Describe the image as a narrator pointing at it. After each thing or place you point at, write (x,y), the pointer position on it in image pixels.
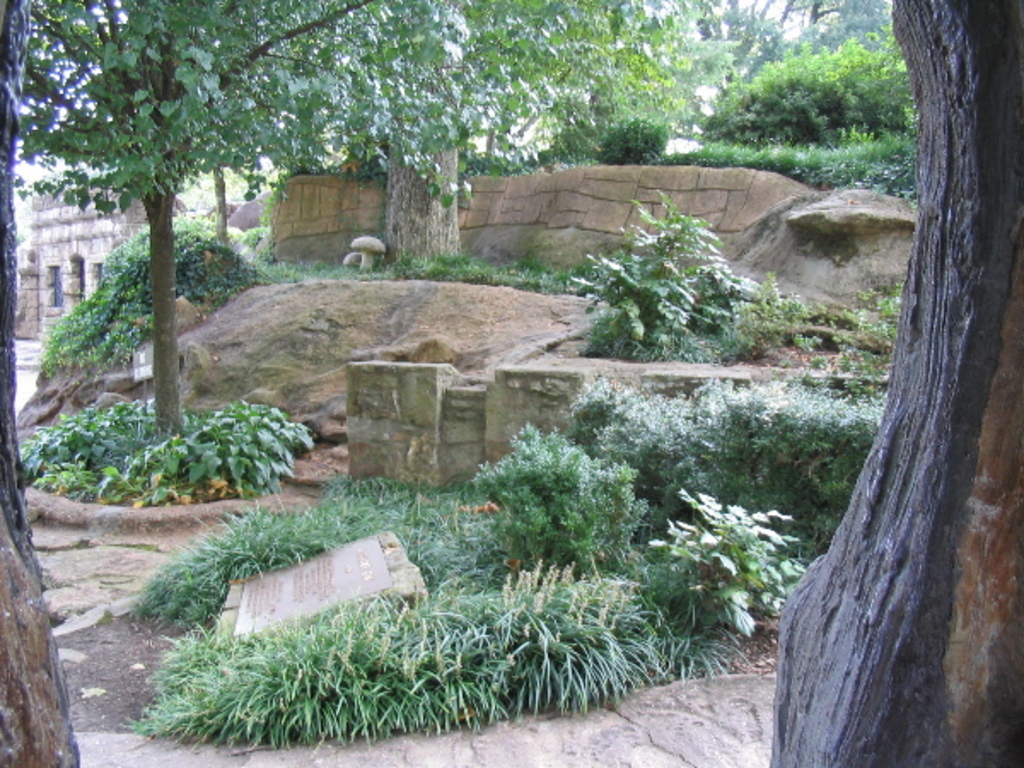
In this image we can see few plants (236,239), trees (939,137), a building (110,249), a stone (304,562) with text (330,592) on the ground (136,551).
